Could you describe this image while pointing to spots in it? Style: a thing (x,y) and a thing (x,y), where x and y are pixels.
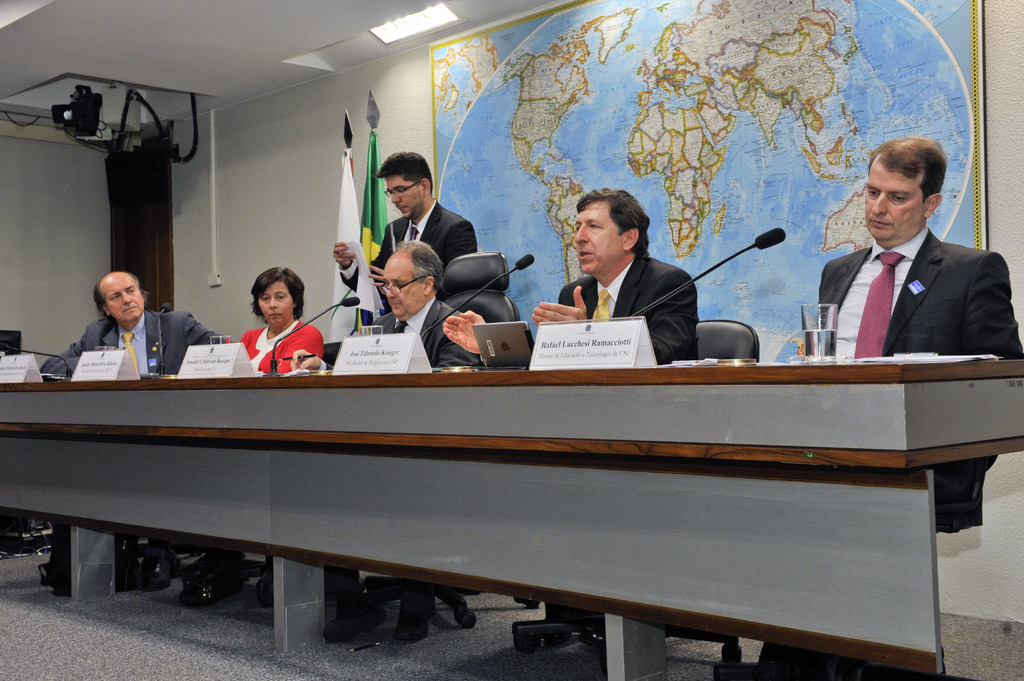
In this picture the few people (432,285) sitting on chairs (728,337) at the table (762,403). On the table (834,394) there are glasses (804,325), name boards (373,366), laptops (493,342) and papers (698,361). Behind them there is another man (445,226) standing and holding papers (362,278) in his hand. On the wall (441,205) there is a big frame (533,158) of the globe (888,93). In the background (381,92) there are two flags (377,203), wall (254,196) and a door (147,215). There are lights (412,30) to the ceiling (385,49).
